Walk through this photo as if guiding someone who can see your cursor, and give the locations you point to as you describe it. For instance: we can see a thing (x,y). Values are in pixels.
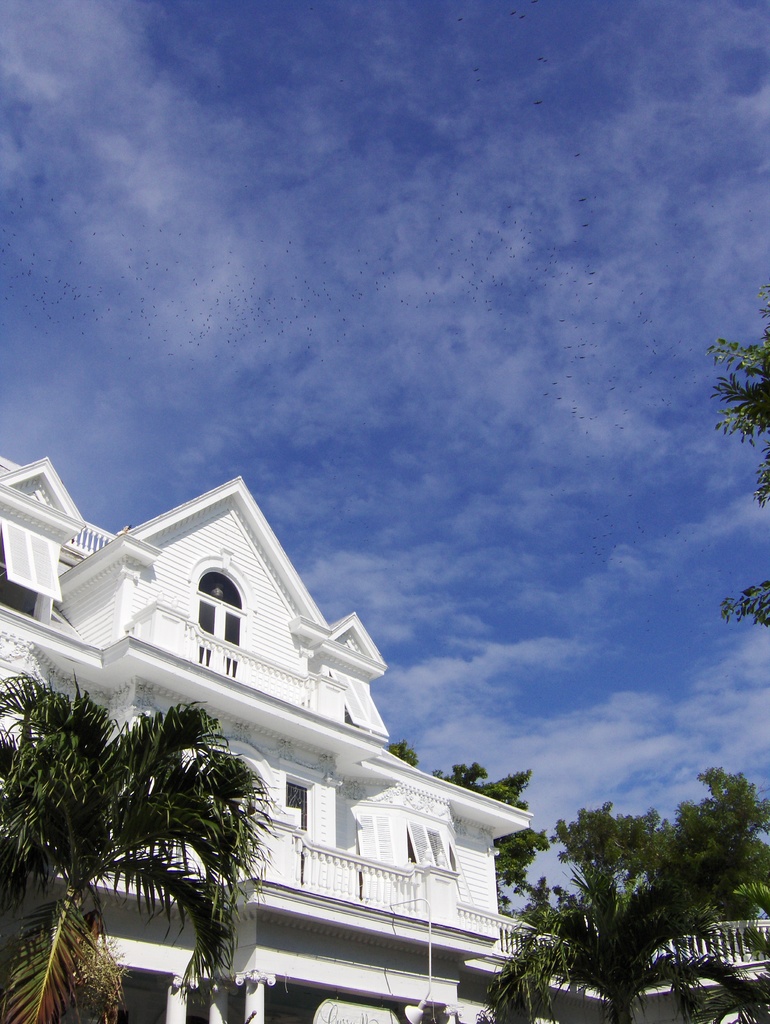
In this picture we can see a white building (326,840) and on the right side of the building (330,892) there are trees (694,850). Behind the building (212,631) there is the sky (487,407).
